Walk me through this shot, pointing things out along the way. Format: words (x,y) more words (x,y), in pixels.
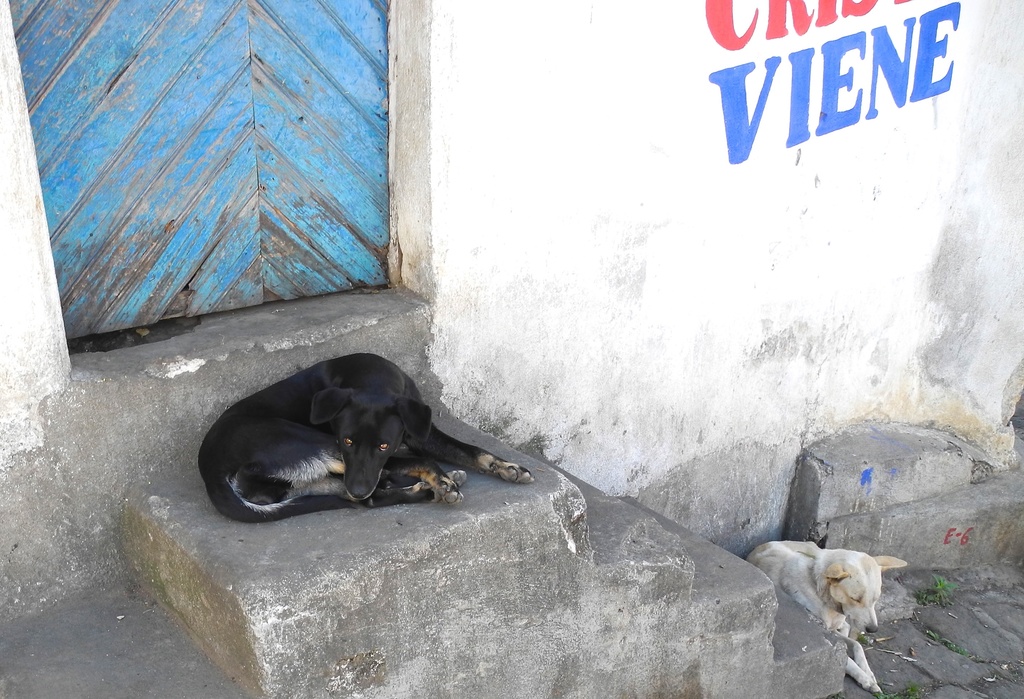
In this image, in the middle (429,434), we can see a dog (424,478) which is in black color and it is lying on the land (384,580). On the right side (820,559), we can see a dog (873,614) which is in white color. In the background (308,112), we can see a door (353,106) which is closed and a wall (748,77) with some text (762,113). On the right side (765,596), we can also see a staircase (725,575).
